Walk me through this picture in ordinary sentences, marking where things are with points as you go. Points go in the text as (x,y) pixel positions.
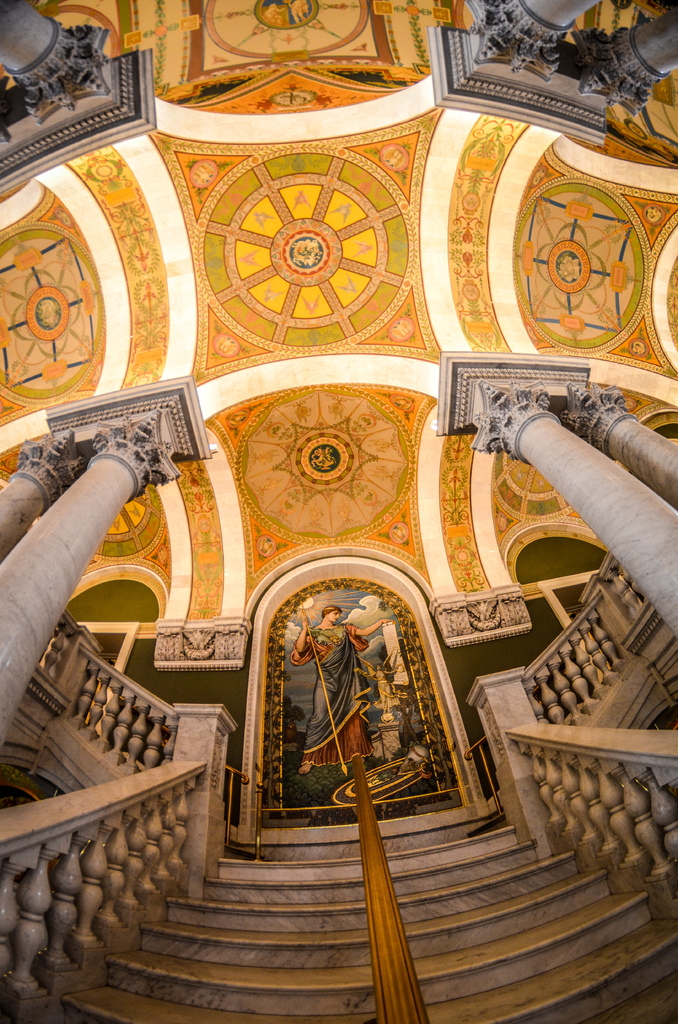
This is an inside view of a building (381,219). In this picture we can see concrete railings (67,805) and pillars (672,614). In the middle portion of the picture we can see stairs (329,848) and a wooden pole (371,871). In the background (296,749) we can see a frame (293,729). At the top (565,264) we can see the design ceiling (565,264).
